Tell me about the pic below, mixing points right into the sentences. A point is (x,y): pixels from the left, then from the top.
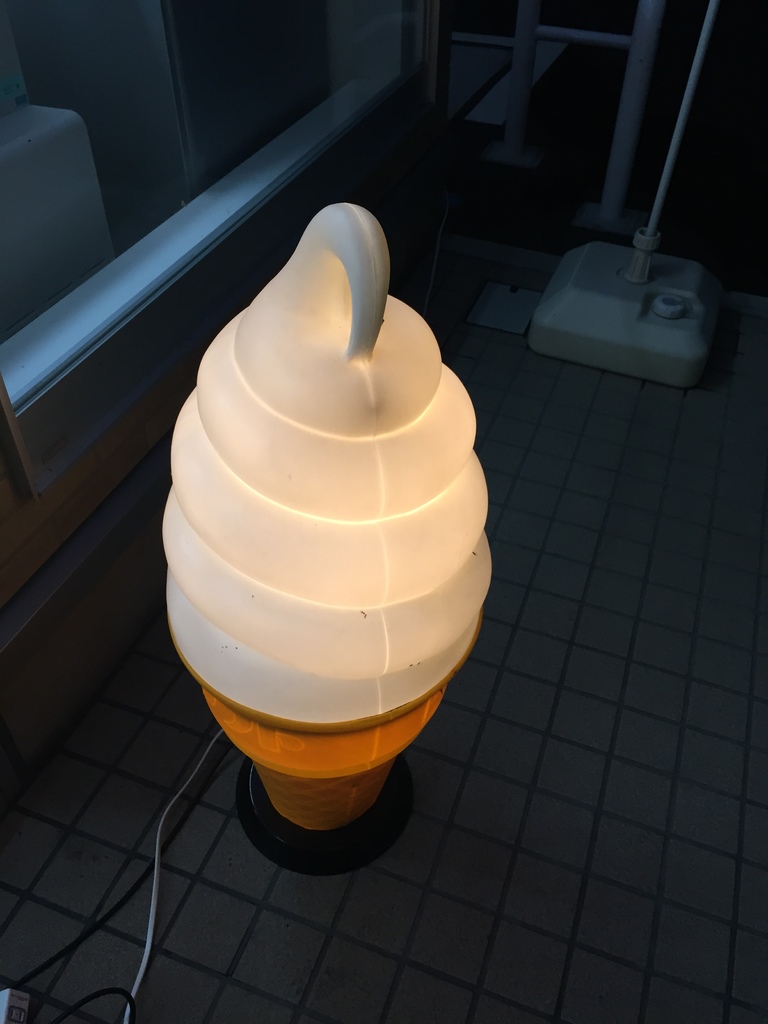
In this image in the front (297,586) there is a lamp (313,626) of an ice cream (347,620) and in the background (642,234) there is a stand (636,247) which is grey in colour. In the front (119,908) on the floor (111,919) there are wires (85,934) and the picture seems to be a real image.
